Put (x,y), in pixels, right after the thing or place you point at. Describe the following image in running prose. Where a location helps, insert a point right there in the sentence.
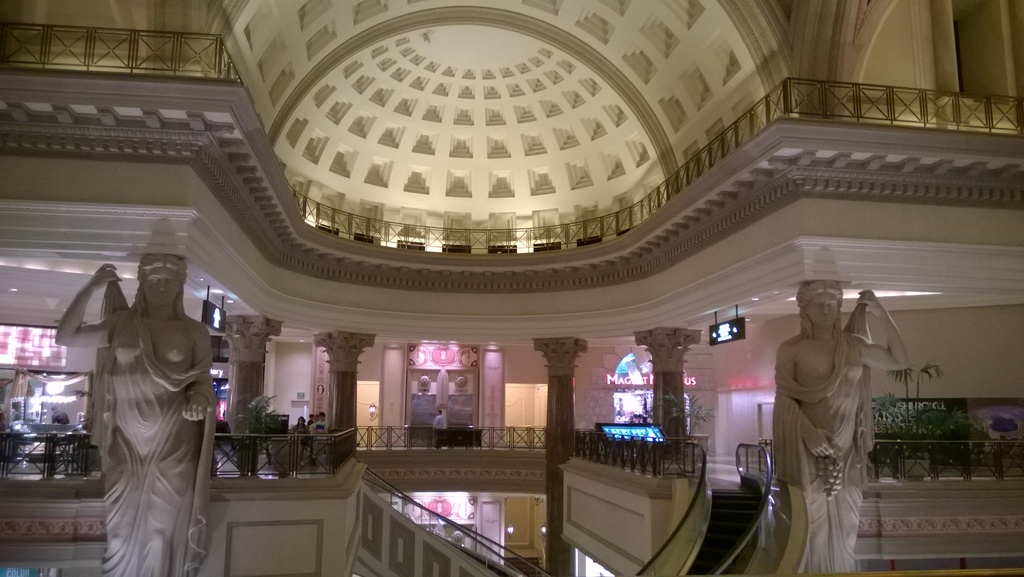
In this image I can see few sculptures (171,401) which are in white colour. In background (711,575) I can see few pillars (671,359), stairs (693,541) and few boards (710,342).
